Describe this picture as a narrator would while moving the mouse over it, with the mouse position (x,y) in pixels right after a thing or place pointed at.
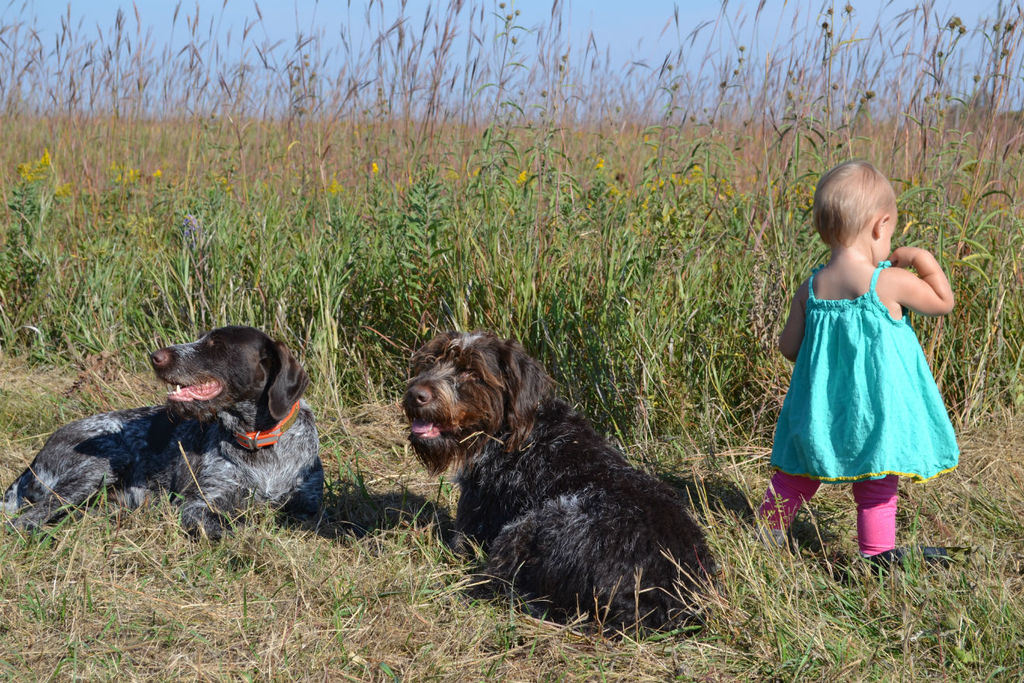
In this image we can see dogs (463,530) sitting on the grass (422,627). On the right (888,482) there is a girl (874,320) standing. In the background (659,261) there is a field (431,153) and sky (616,19).
